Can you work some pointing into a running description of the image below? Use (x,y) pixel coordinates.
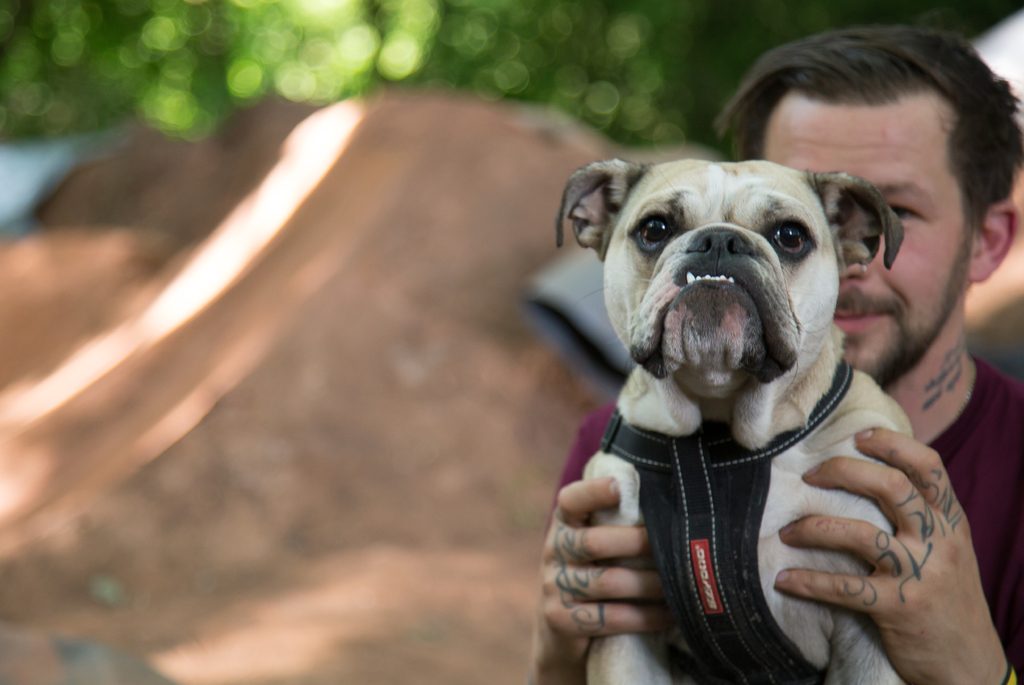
In this picture on the right (692,186) there is a dog (862,630). On the top right (938,216) there is a man (1000,469) in maroon dress (995,484) holding the dog (744,365). On the left (209,250) there is soil (170,266). In the background (204,47) there is greenery (384,71).
